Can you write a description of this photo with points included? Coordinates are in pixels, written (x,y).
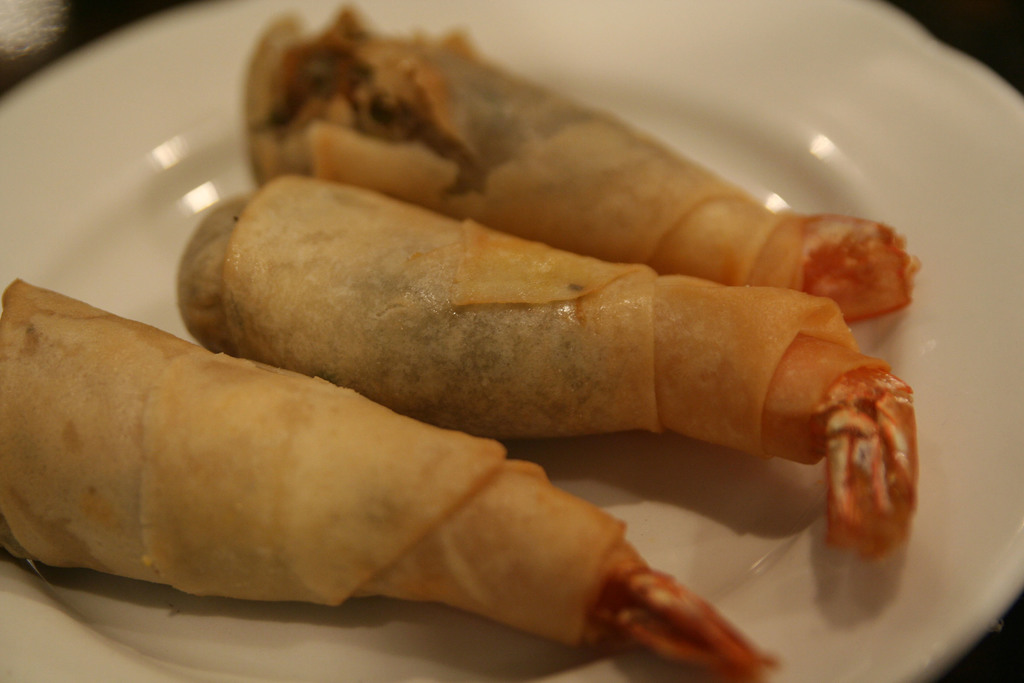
In this picture I can see that there is some food (299,249) placed on the plate (123,31) and the plate (836,167) is placed on a black color surface (1013,32).
